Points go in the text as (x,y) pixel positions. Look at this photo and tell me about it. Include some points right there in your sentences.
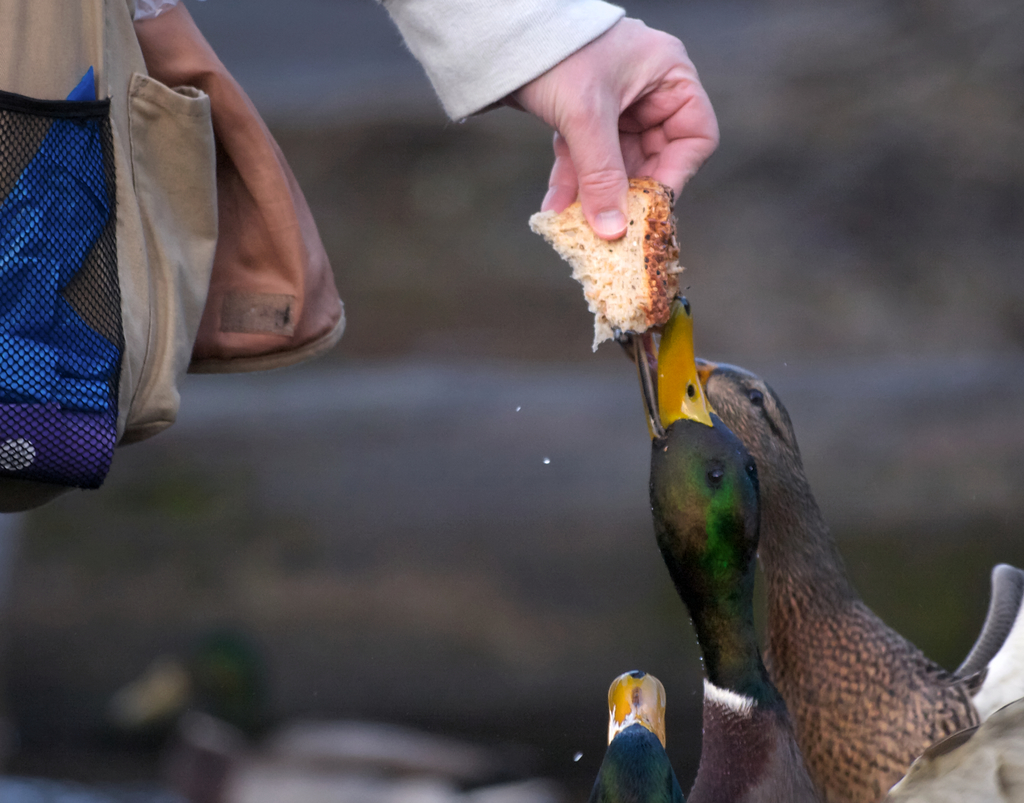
In this picture I can see the person's hand (588,53) who is wearing t-shirt (504,26) and holding the bags (211,245) and bread (655,301). At the bottom (648,677) I can see the birds (739,772) who are eating the bread (624,322). In the background (355,395) I can see the blur image.
